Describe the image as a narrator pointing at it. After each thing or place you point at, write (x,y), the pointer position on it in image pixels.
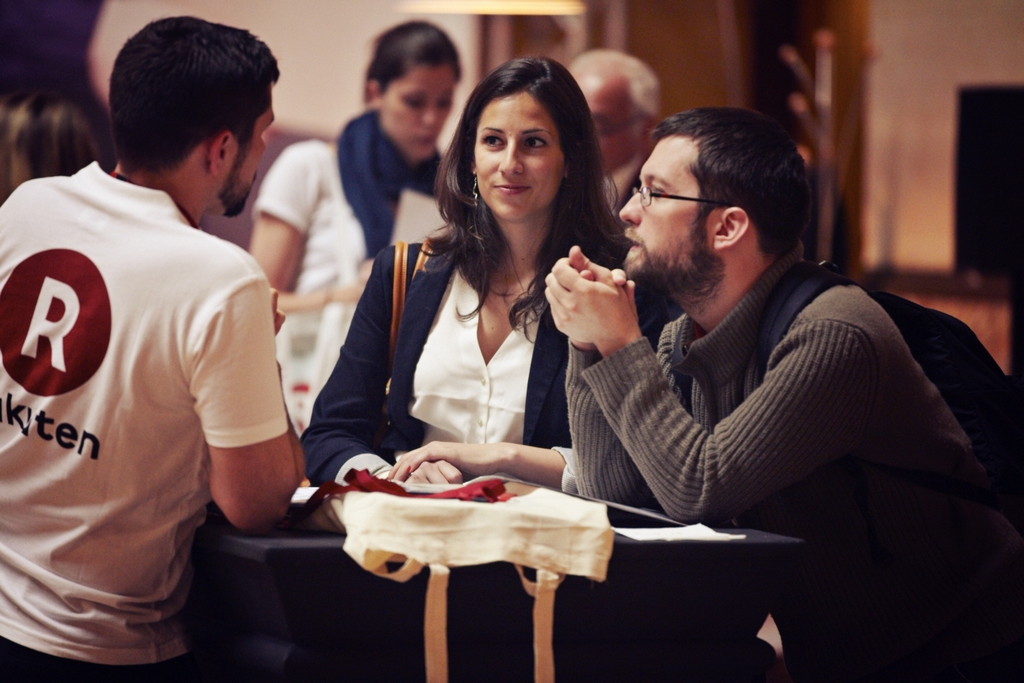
In this image we can see a group of people (345,257) are standing, there a man (737,402) is sitting, in front there is a table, and bag (540,488) on it, the background (818,220) is blurry.
